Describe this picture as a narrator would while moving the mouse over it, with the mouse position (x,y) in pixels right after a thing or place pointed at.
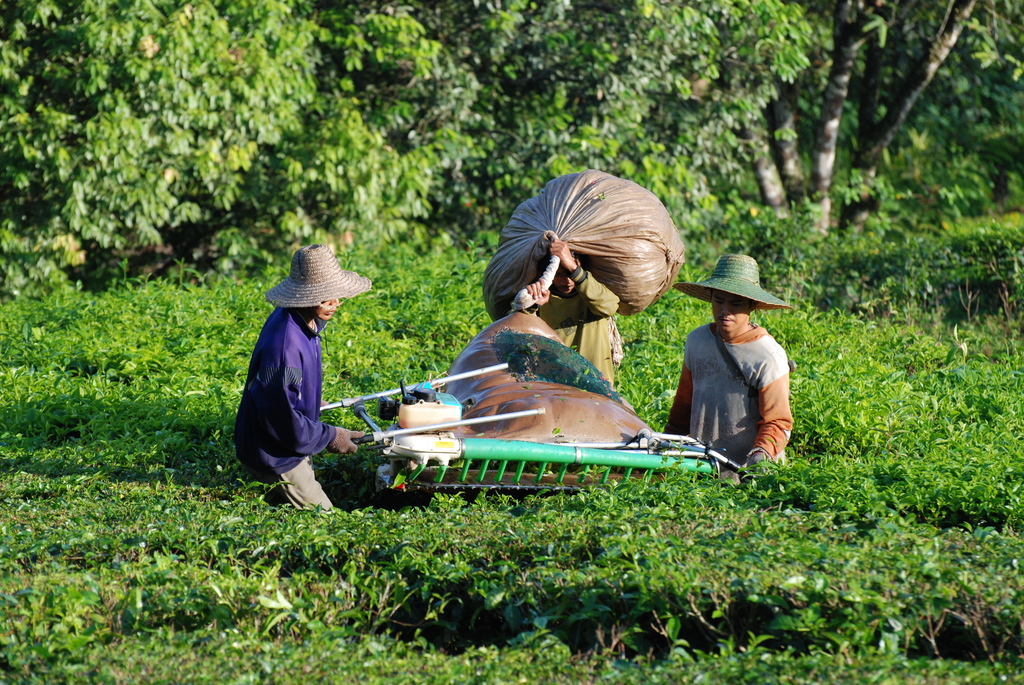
In this image, we can see three people (272,480). Few are holding some objects (511,338). Here two people (320,306) are wearing hats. Here it looks like a machine (510,441) in the image. In this image, there are so many plants (966,516) and trees (389,204).
